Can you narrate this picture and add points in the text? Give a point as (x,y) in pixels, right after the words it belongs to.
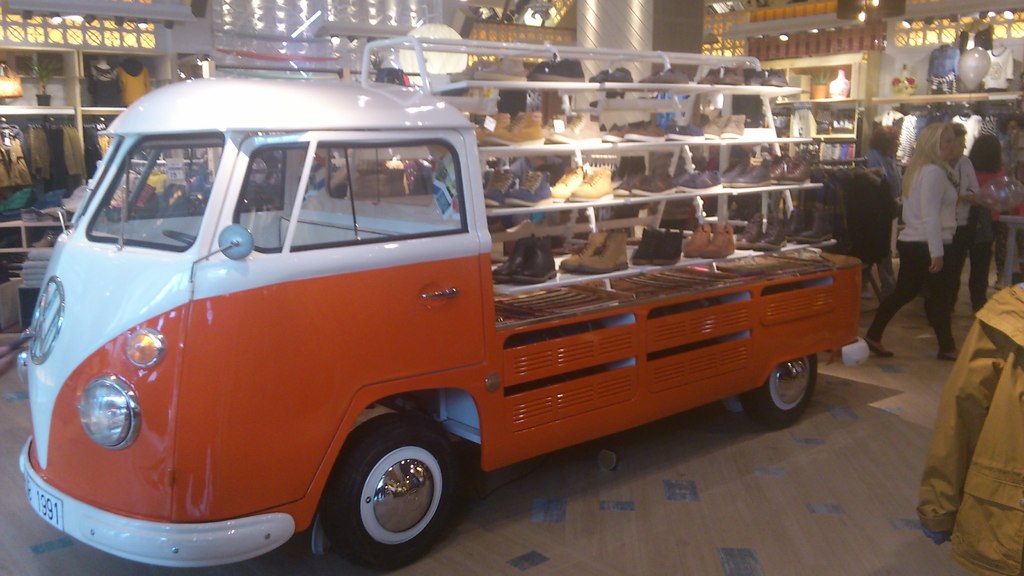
In this picture there is a vehicle (151,271) in the center of the image (485,248), on which there are foot wear (788,164) and there are people (931,319) on the right side of the image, there are clothes racks (1001,120) on the right (1002,111) and left side of the image (70,168).
